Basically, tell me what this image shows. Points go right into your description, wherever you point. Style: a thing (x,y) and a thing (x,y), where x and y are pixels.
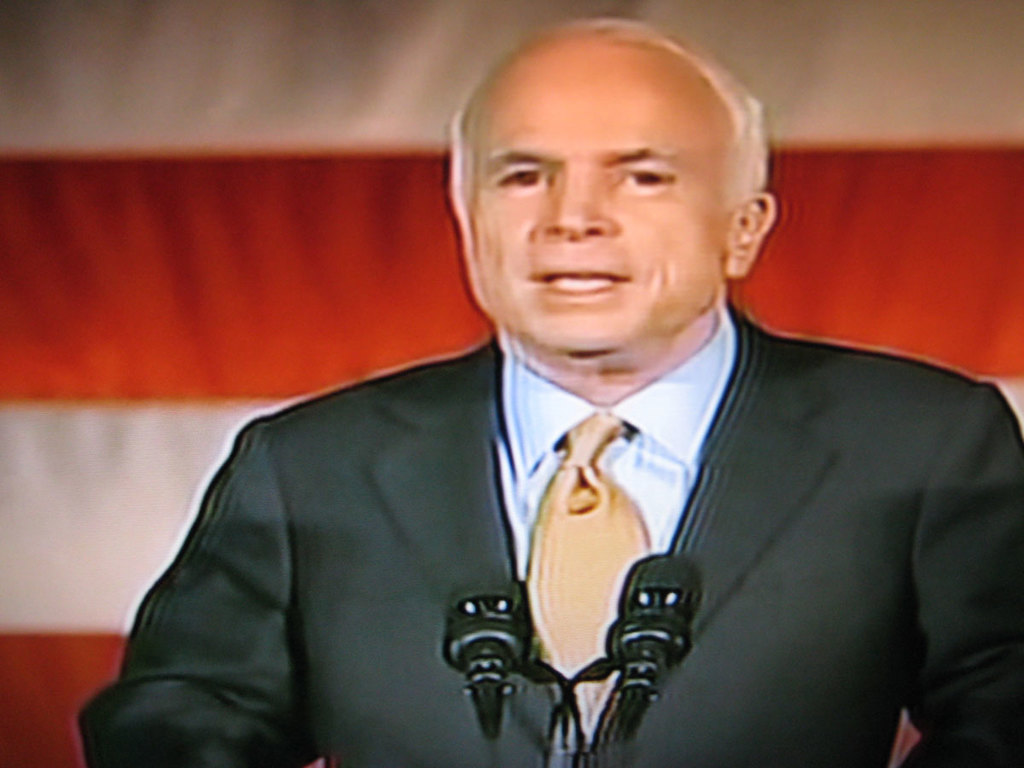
In this image, we can see a man (775,668) in a suit (481,532) is seeing and talking in-front of microphones (492,699). Background (1011,312) we can see cream and red lines (270,279).
